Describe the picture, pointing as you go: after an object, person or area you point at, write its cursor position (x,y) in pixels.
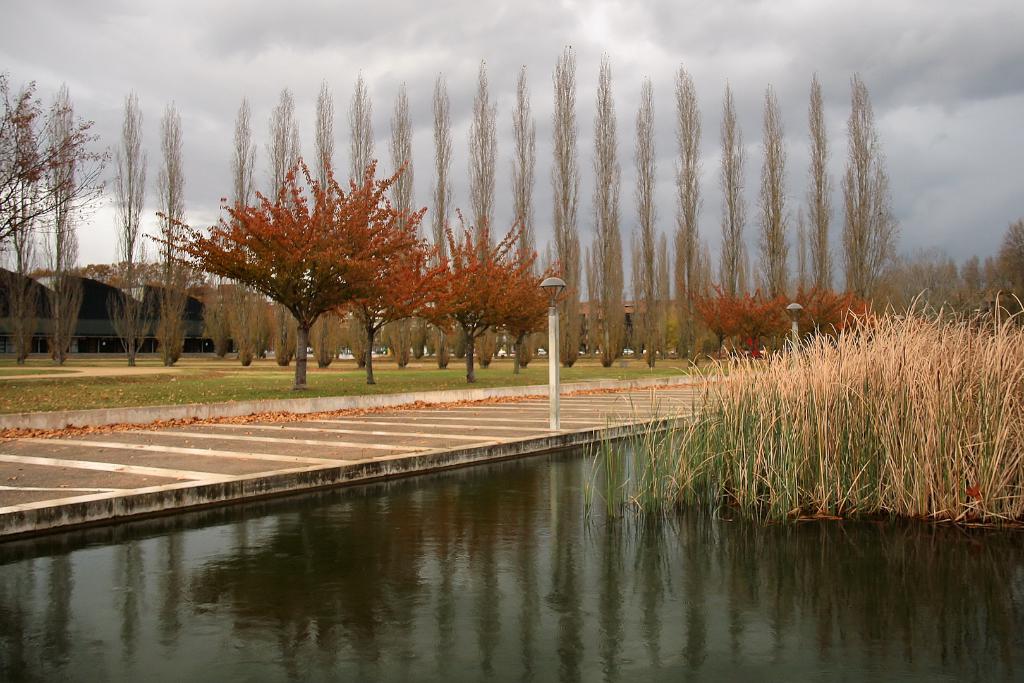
In the background (270,52) we can see the sky (103,51). In this picture we can see the trees (442,318), shed (9,301), poles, lights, green grass (562,366). We can see the dried leaves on the road (17,447). On the right side of the picture (750,589) we can see the water (740,566) and plants (776,445).
